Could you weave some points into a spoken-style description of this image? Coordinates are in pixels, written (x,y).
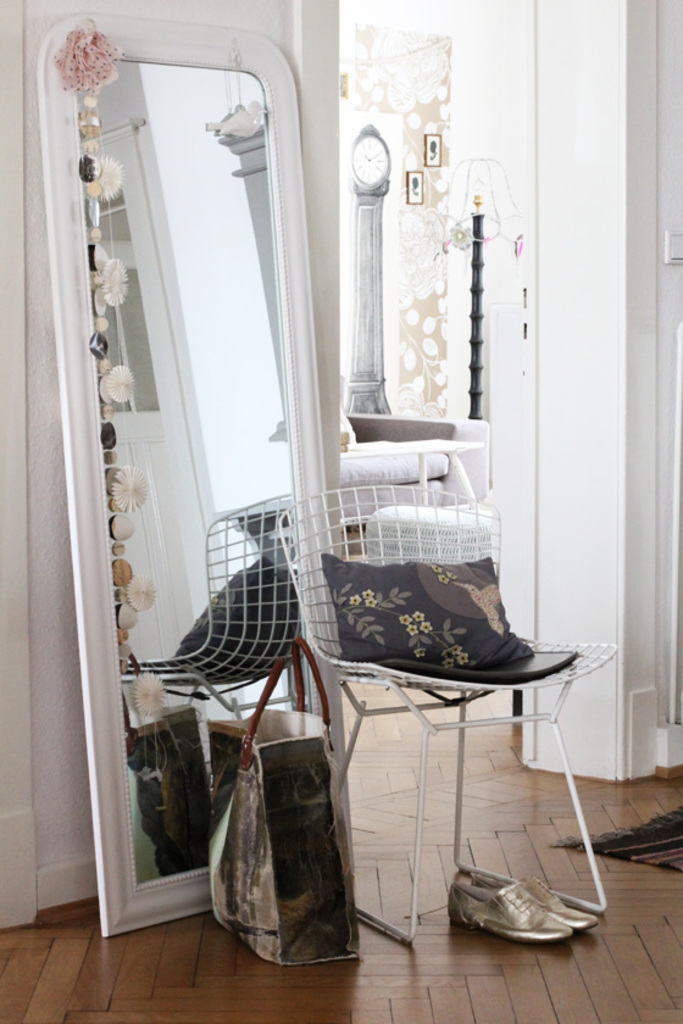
in this picture there is a mirror (45,53) at the left side of the image (93,223) and it is decorated from its corners (93,537), there is a chair (419,850) at the center of the image (340,521) and a pair of shoes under the chair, there is a rug (673,837) at the right side of the image (672,825), there is a lamp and photographs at the center of the image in next room (433,174).
